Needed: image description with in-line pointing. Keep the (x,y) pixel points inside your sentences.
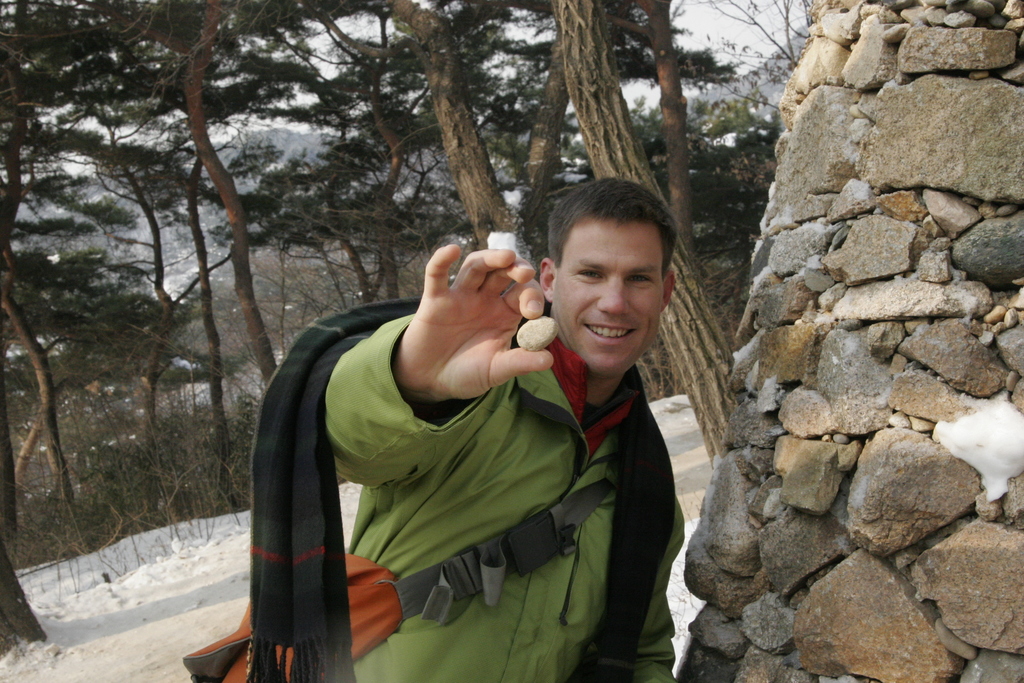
In the image there is a man (499,480) with green jacket (444,536) and bag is standing and there is a stole (261,601) on his neck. He is holding a stone (543,342) in his hand (543,356) and he is smiling. On the right side of the image (794,276) there are stones (787,294). In the background (643,13) there are trees (122,342).
